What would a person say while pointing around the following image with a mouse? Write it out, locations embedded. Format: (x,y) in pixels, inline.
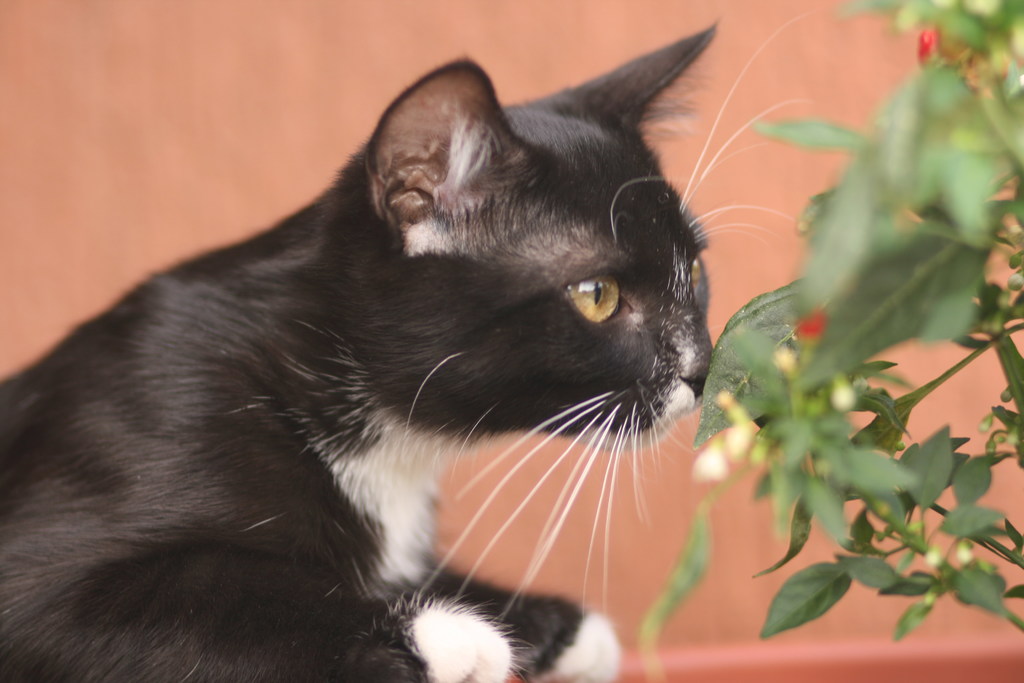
In this picture there is a cat (344,627) and we can see leaves (911,281). In the background of the image (168,115) it is peach color.
